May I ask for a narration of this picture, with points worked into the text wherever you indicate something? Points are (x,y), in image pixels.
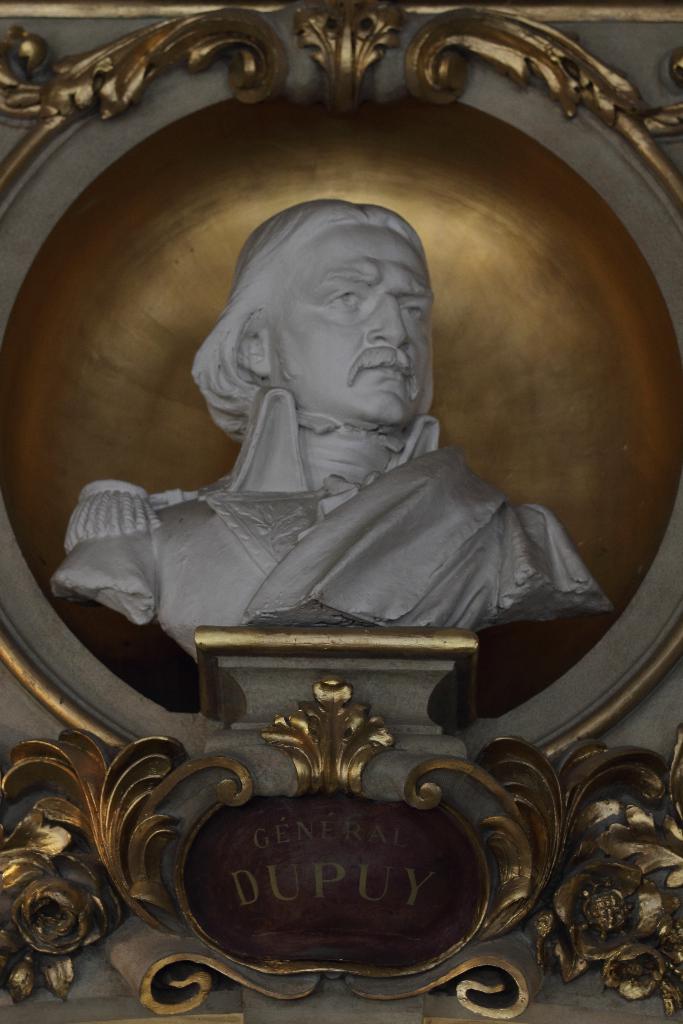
In the center of the image (323,544), we can see a sculpture (309,594) and there is some text (277,853).
